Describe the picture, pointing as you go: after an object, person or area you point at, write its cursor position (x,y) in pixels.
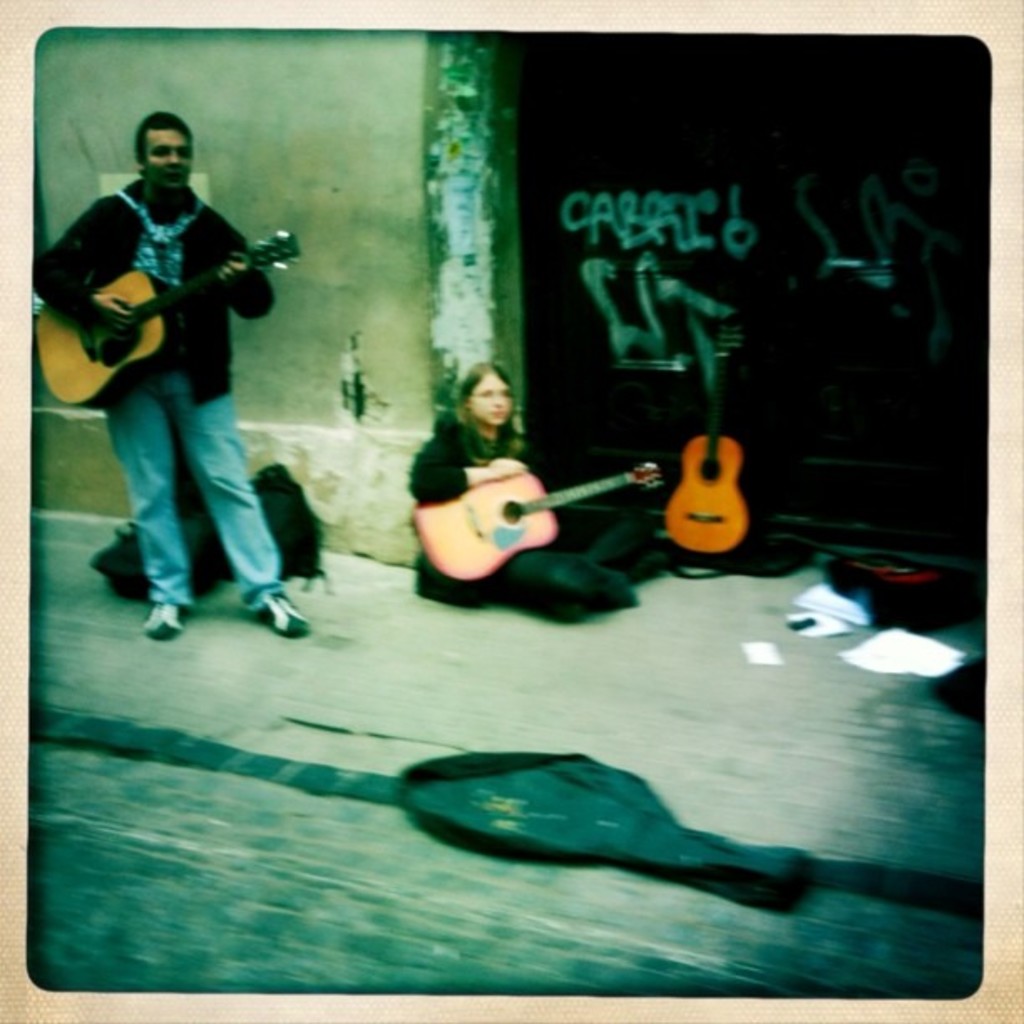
In the left middle of the image (287,621), there is a person (209,254) standing and playing a guitar (132,328). In the right middle of the image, there is a person (474,591) sitting and holding a guitar (505,510) on the road (527,654). In the background (96,143) there is a wall (259,94) which is white in color and a guitar (726,342) is placed against a dark door (754,441). This picture is taken on the street (497,874) during day time.
